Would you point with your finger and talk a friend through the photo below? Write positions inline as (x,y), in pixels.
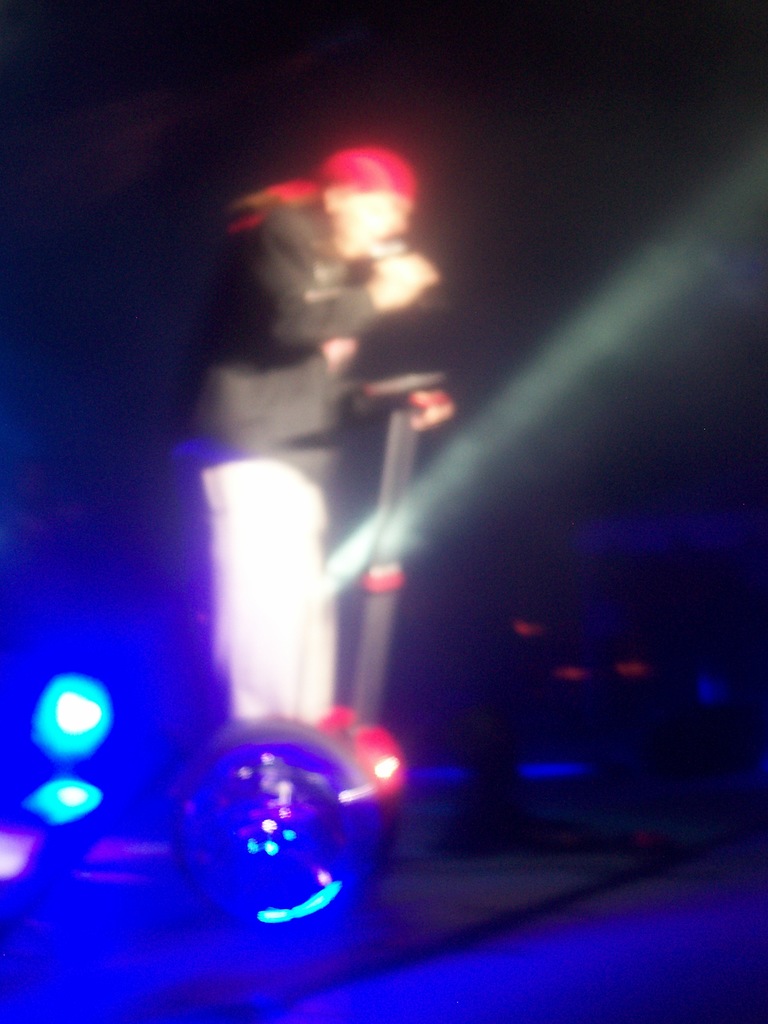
In this image we can see a person (305,497) is standing on a platform (449,921), lights (363,546) and other objects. In the background (203,327) the image is dark.
